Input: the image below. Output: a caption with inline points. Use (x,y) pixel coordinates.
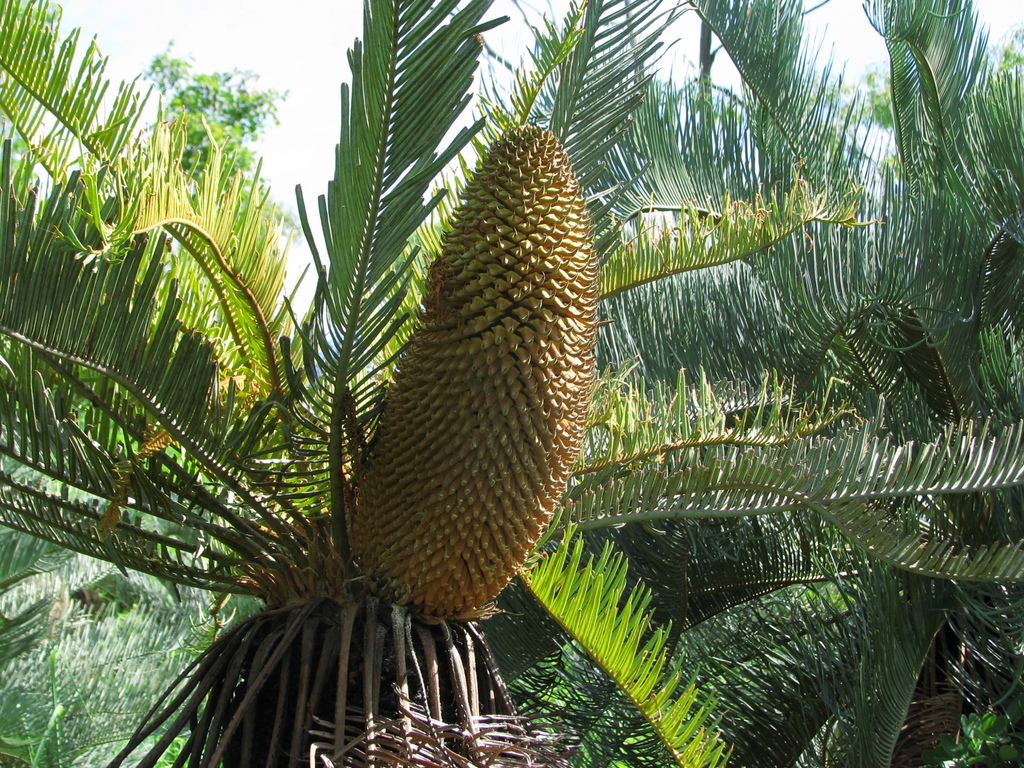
In this picture we can see few trees (791,493) and a fruit (501,389).
